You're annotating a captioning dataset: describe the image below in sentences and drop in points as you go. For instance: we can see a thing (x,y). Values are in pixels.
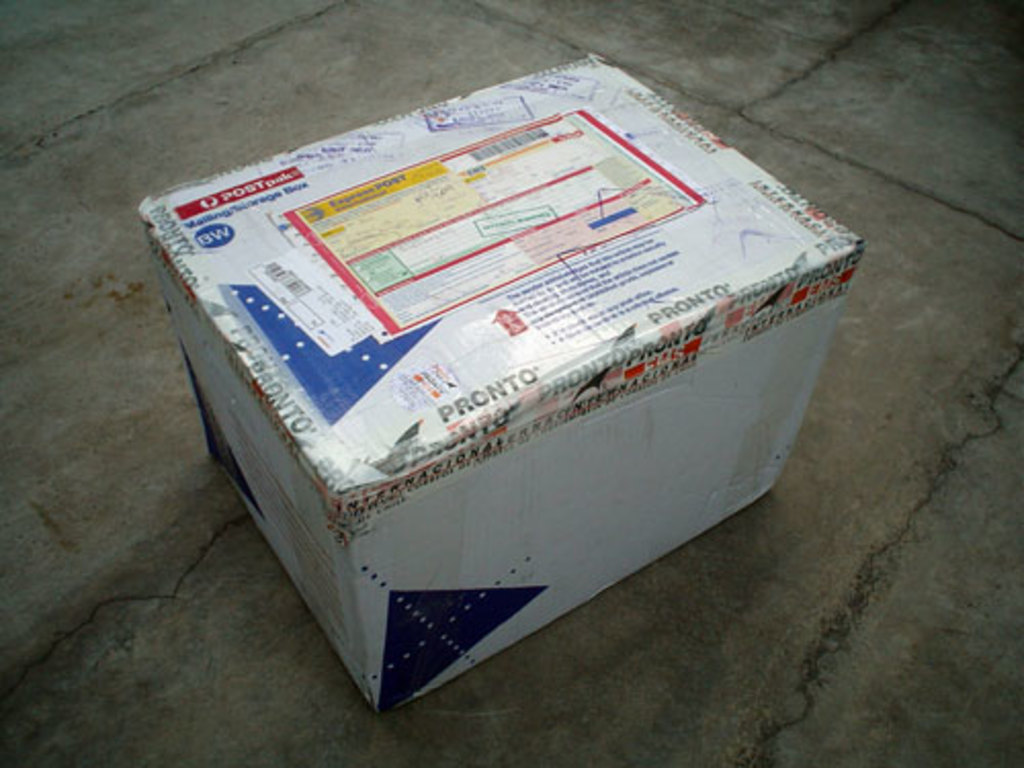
In this picture there is a carton box (780,326) which is kept on the floor (769,534). On the box (519,223) there is a sticker (600,191).
